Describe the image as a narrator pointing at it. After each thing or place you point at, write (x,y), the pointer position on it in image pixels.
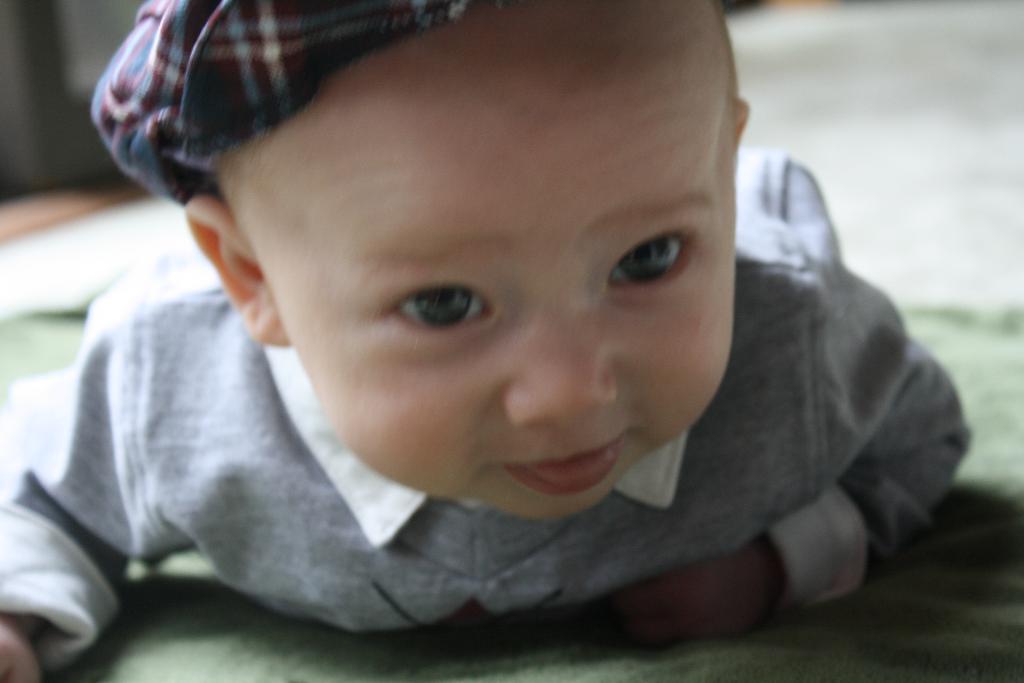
In this image we can see there is a little boy (500,417) lay on the surface (849,626) of the carpet (898,614).
